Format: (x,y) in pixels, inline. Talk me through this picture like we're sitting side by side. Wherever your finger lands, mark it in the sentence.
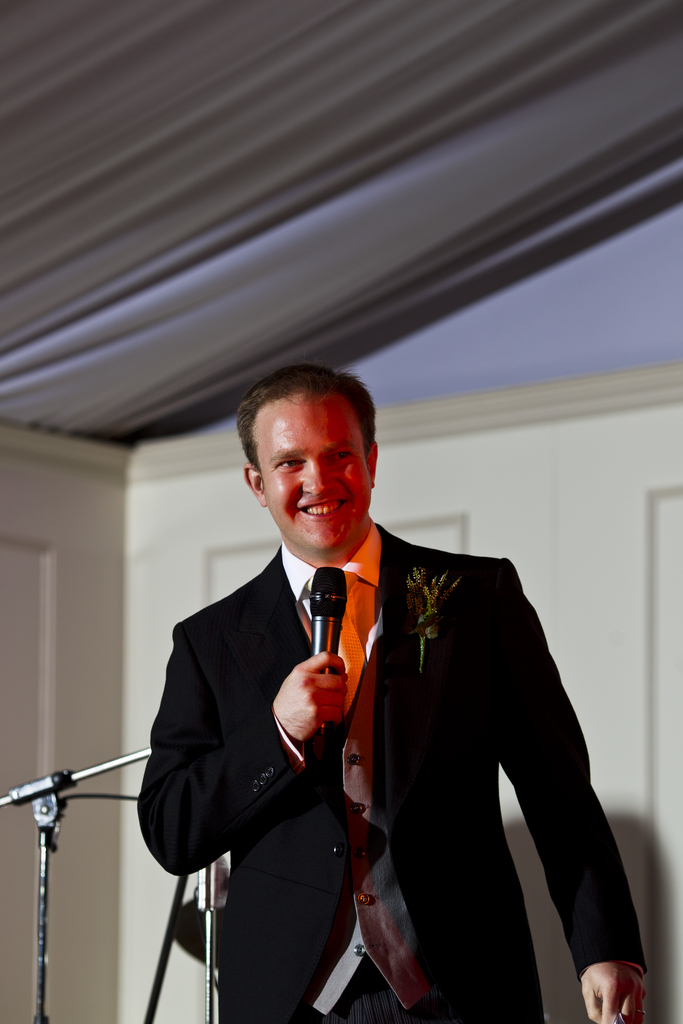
In the picture there is a man (454,728) who is wearing black color coat (436,912), he is smiling he is holding mike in his hands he is speaking something, in the background (35,792) there is an instrument (44,785) and a tent (311,266) and a wall (74,558).
